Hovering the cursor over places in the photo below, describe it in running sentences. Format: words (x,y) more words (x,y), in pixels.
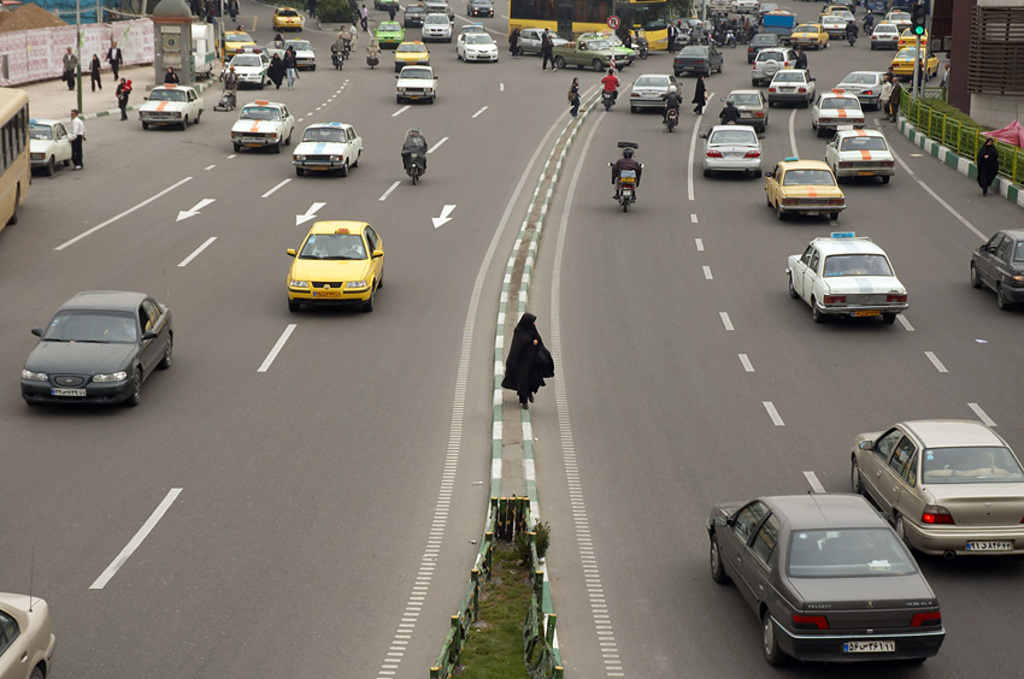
In this image, I can see few people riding motorbikes (413,181) and there are vehicles (790,622) on the road (779,392). I can see few people (71,67) and plants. On the right side of the image (946,130), I can see iron grilles (959,132). In the top right corner of the image (919,39), there are traffic signals (922,13) to a pole (916,71) and a building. In the top left corner of the image (11,54), I can see a wall (17,43), sand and it looks like a telephone booth (177,34). At the top of the image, there is a signboard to a pole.
